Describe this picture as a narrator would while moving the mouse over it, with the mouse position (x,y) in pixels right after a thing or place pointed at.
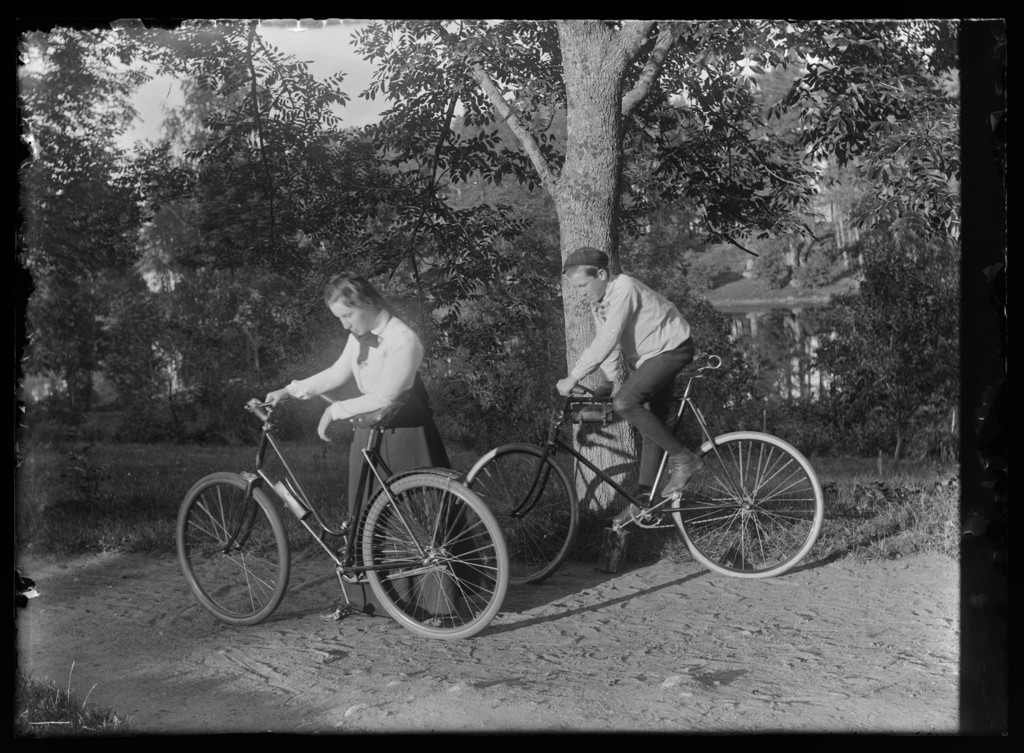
This image is taken from a album. In this image there are two persons (365,367). The man (588,359) is riding bicycle (629,500). The woman (371,540) is standing and holding bicycle (371,436). Both are wearing white shirts (397,385). In the background (527,103), there are many trees (564,199) and plants (879,324). At the bottom (565,685), there is sand (455,693).
